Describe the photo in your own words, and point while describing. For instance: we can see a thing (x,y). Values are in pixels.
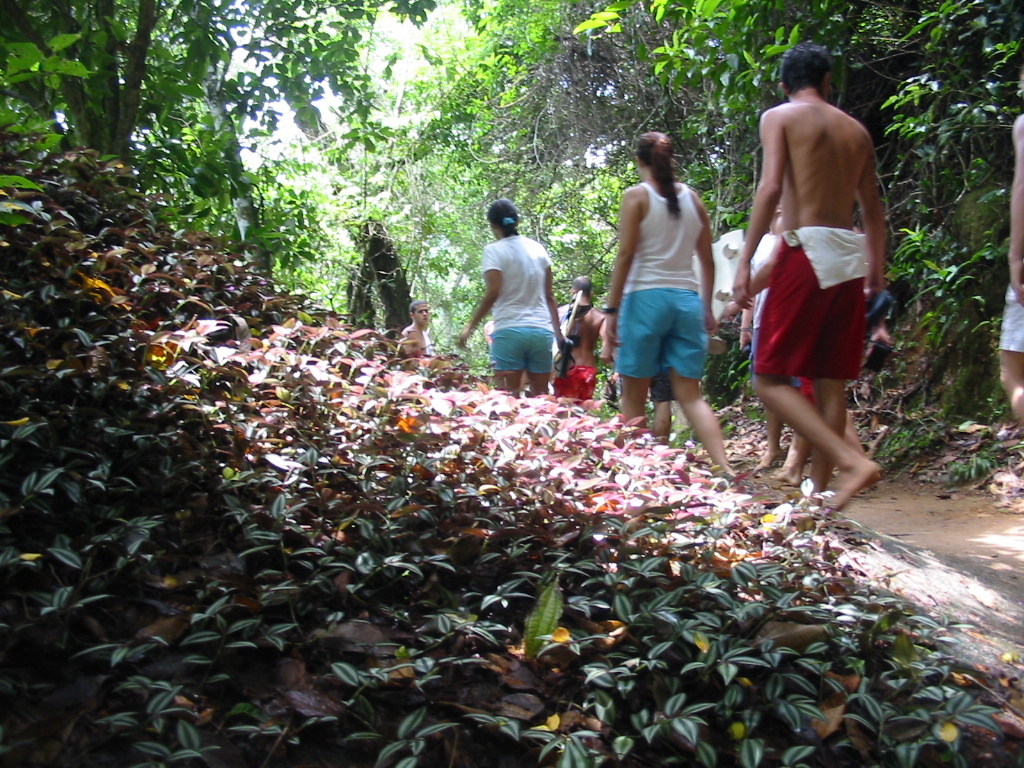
In this image, we can see some plants (555,511). There are some persons (628,284) in the middle of the image (508,313) wearing clothes (782,275) and walking on the path (753,463). There are trees (572,80) at the top of the image (769,74).
